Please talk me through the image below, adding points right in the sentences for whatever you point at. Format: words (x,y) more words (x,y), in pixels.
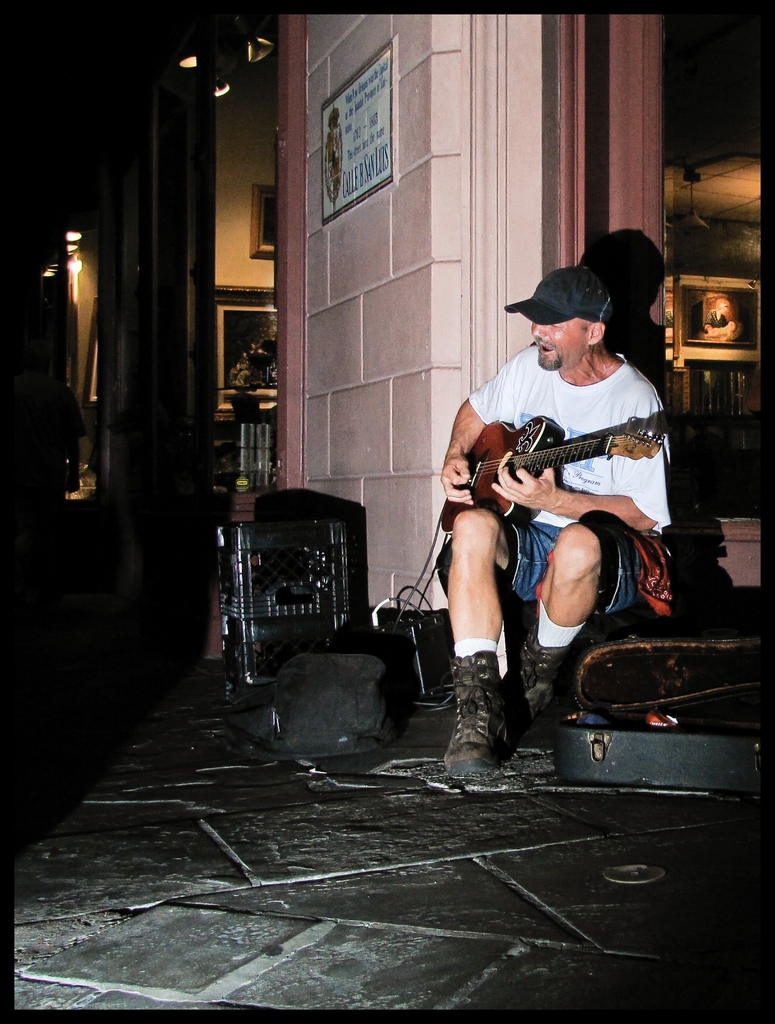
As we can see in the image, there is man (584,434) holding guitar (479,494) and singing a song. He is wearing white color t shirt (590,410), a cap (572,292), boots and beside him there is a pink color wall (414,385).
